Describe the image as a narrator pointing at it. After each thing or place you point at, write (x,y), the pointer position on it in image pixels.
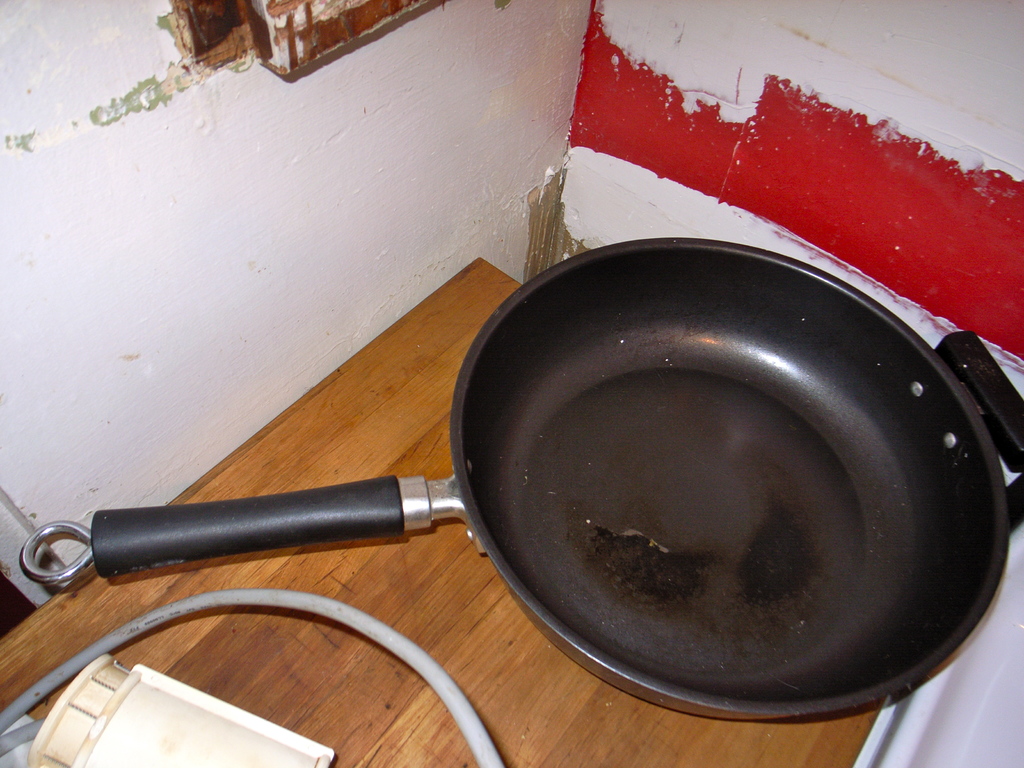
In this image I can see a pan (680,448) and the wire (305,602) on the table (261,560).
